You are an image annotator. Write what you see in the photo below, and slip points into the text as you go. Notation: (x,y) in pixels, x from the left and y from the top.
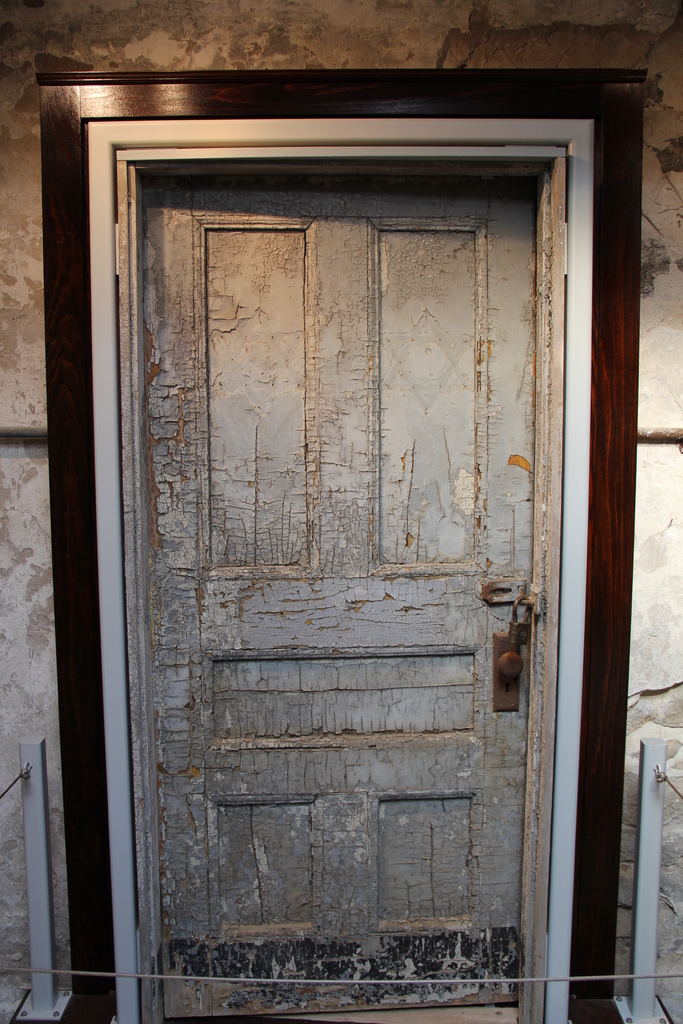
In this image we can see a wooden door (410,607) with lock (512,637).
